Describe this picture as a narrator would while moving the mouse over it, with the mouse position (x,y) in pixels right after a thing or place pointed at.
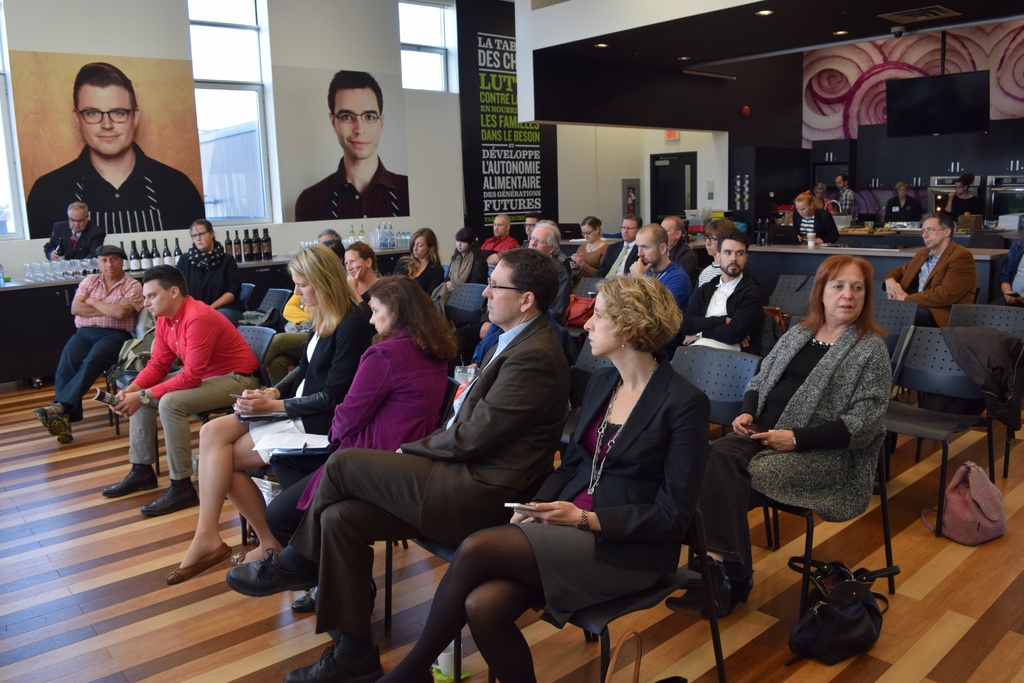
In the image there are many people (544,455) sitting on the black chairs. To the left corner (0,309) there is a table (0,324) with bottles (246,240) and glasses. Behind the table (7,298) there is a man (67,246) standing. In the background (915,56) there is a wall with posters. And also there are few people (911,214) standing in front of the tables (847,239). Also there are black cupboard (885,125), doors (667,189) and walls (775,112).
